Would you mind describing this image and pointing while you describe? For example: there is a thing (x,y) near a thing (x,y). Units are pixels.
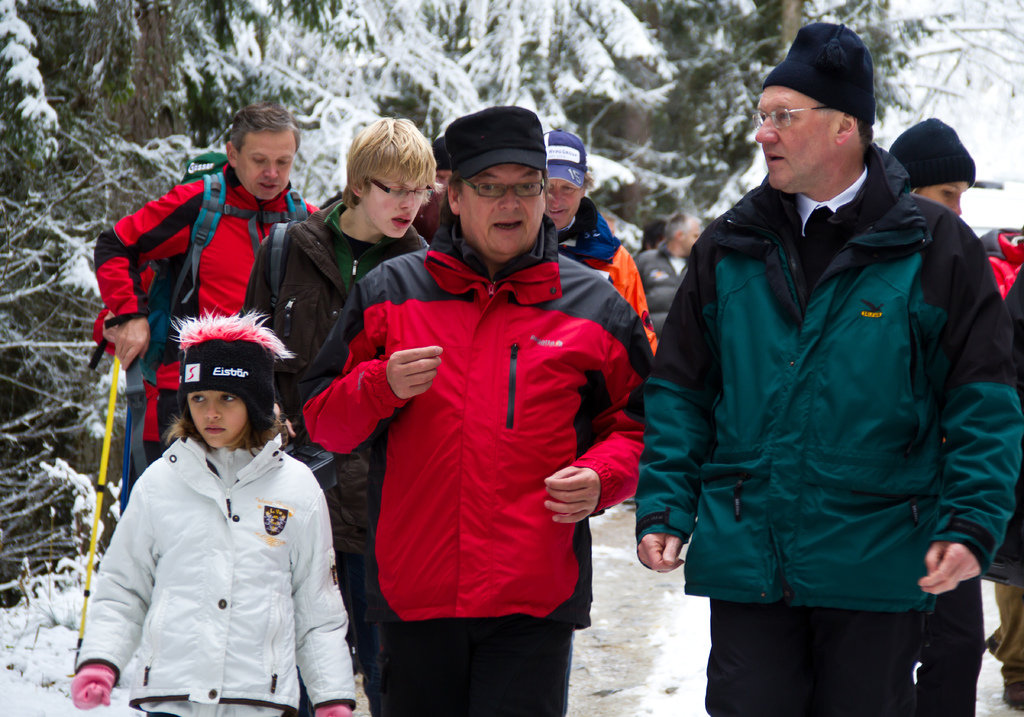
There are many people (460,348) wearing jacket (454,465). On the left side (238,520) a girl (223,549) is wearing gloves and a cap (251,412). Near to her two persons (596,396) are wearing cap (501,135) and specs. In the back (248,185) some are wearing caps (560,139) and bags (204,184). In the background (262,49) there are trees (586,57) with snow (409,57). And a person (232,180) in the back (173,207) is holding a yellow color stick (109,413).
